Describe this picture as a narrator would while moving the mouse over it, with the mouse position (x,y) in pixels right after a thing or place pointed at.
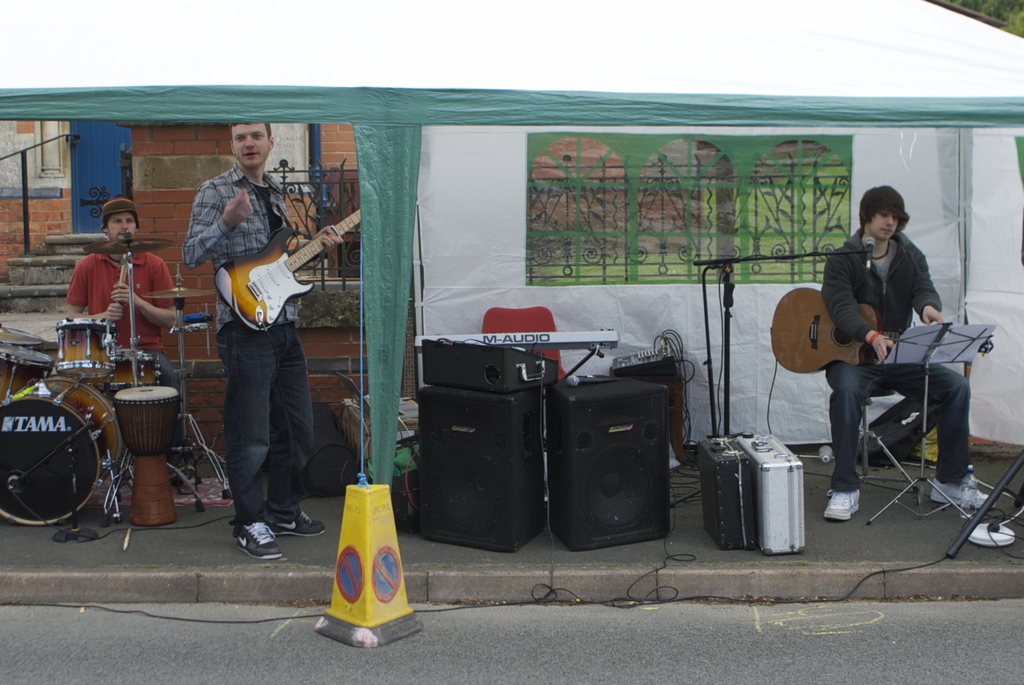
In the given image we can see there are three person (861,330), two of them are sitting and one person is standing. These are the musical instruments (244,321). This is a sound box (509,462). This is a tent (549,55) under which these persons (76,274) are performing.
